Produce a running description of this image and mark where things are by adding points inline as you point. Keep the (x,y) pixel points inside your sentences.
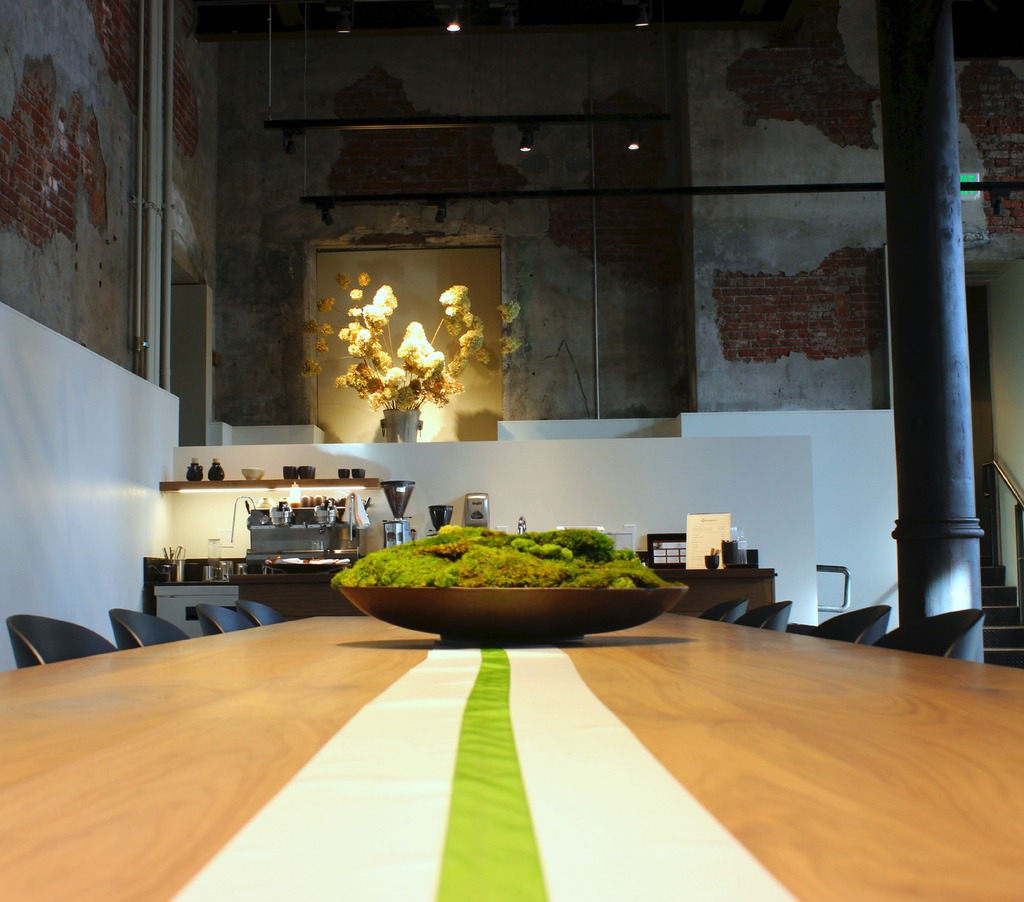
In the image there is a brown color bowl (429,612) kept on the table (136,695) and there are many chairs (862,636) around the table (667,644), behind that there is a kitchen floor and many kitchen utensils (351,546) are kept on the table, above the kitchen floor (176,586) there is a flower vase (416,420) with some plant (378,373) in the flower vase (396,420) and around that there is a cement wall (709,213), on the right side (905,359) there is a pillar (932,550) and beside the pillar (978,533) there are stairs (1017,654).
